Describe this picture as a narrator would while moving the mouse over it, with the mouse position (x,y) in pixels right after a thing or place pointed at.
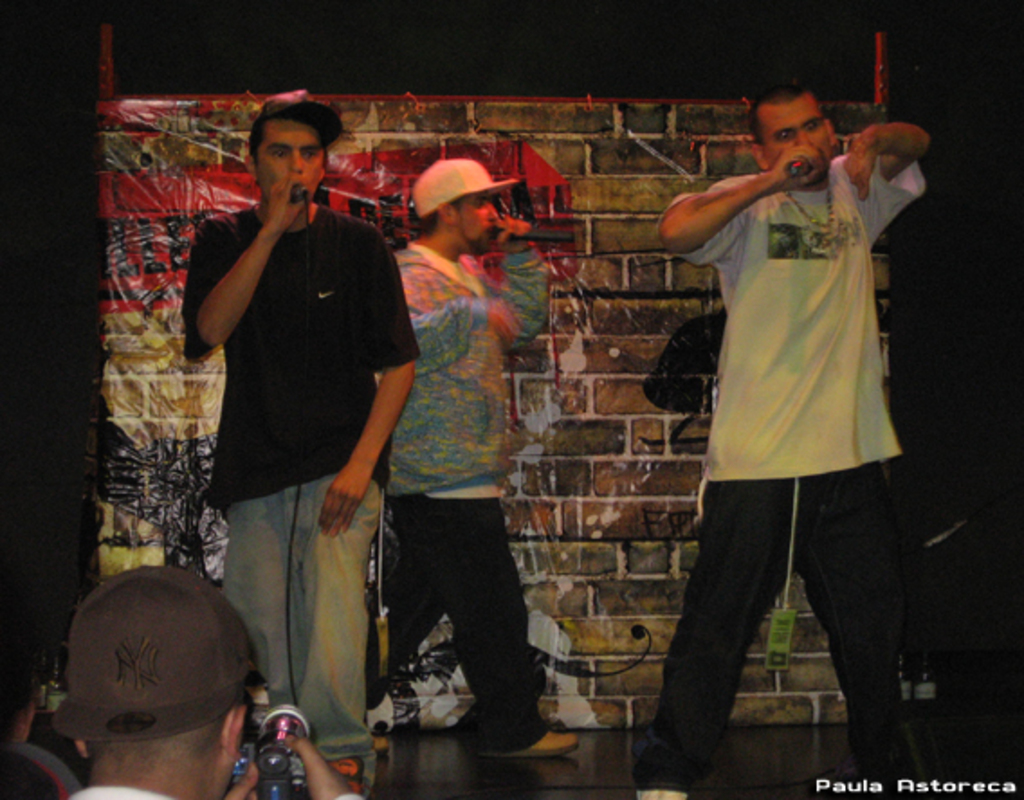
In the foreground of this image (812,281), there are three men (452,427) standing holding mics (800,175). At the bottom (126,744), there is a man (156,731) shooting with a camera (278,775). In the background (588,126), there is a banner wall (578,129) in the dark.
